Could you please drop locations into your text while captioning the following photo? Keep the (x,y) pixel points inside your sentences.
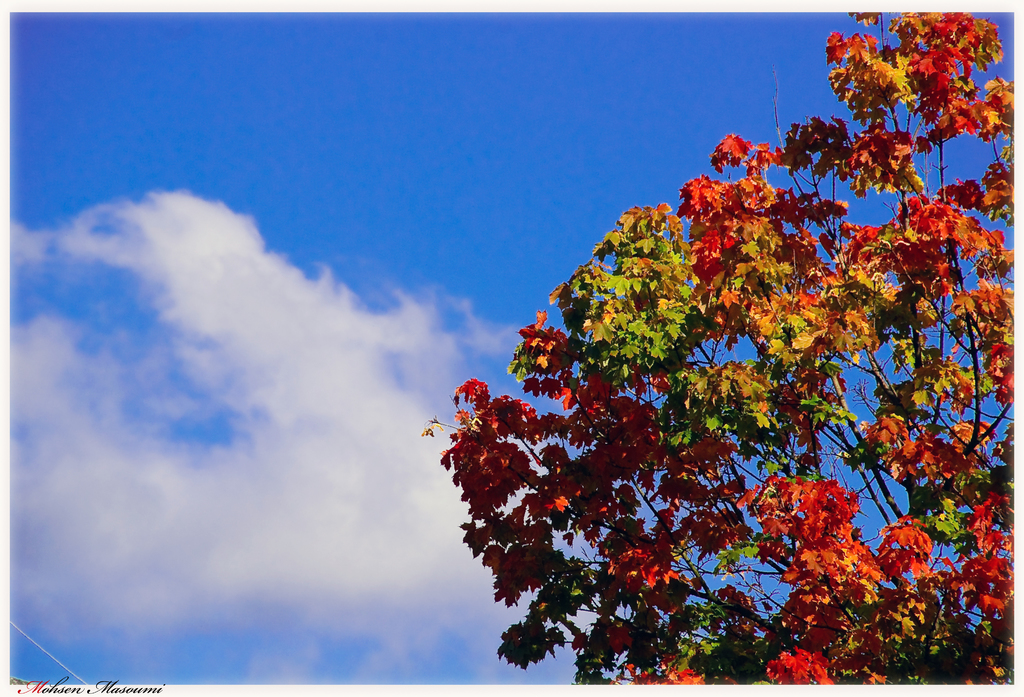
In the picture, there is a tree (835,366) with orange and green leaves (710,383) and in the background of the tree (485,495) there is a sky (295,511).
